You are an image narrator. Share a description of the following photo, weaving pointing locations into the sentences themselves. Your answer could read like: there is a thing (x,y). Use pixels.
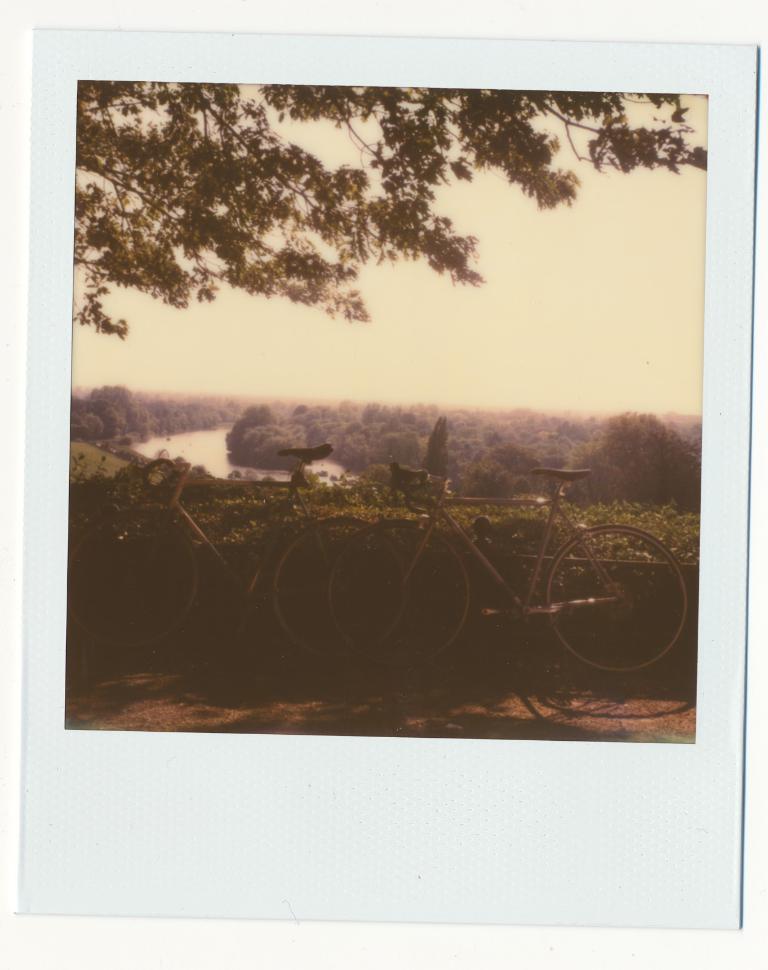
This is the picture of a photo and we can see two bicycles (379,649), behind there are some plants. There are some trees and we can see water flow (199,446) in between and at the top (659,273) we can see the sky (659,306).
